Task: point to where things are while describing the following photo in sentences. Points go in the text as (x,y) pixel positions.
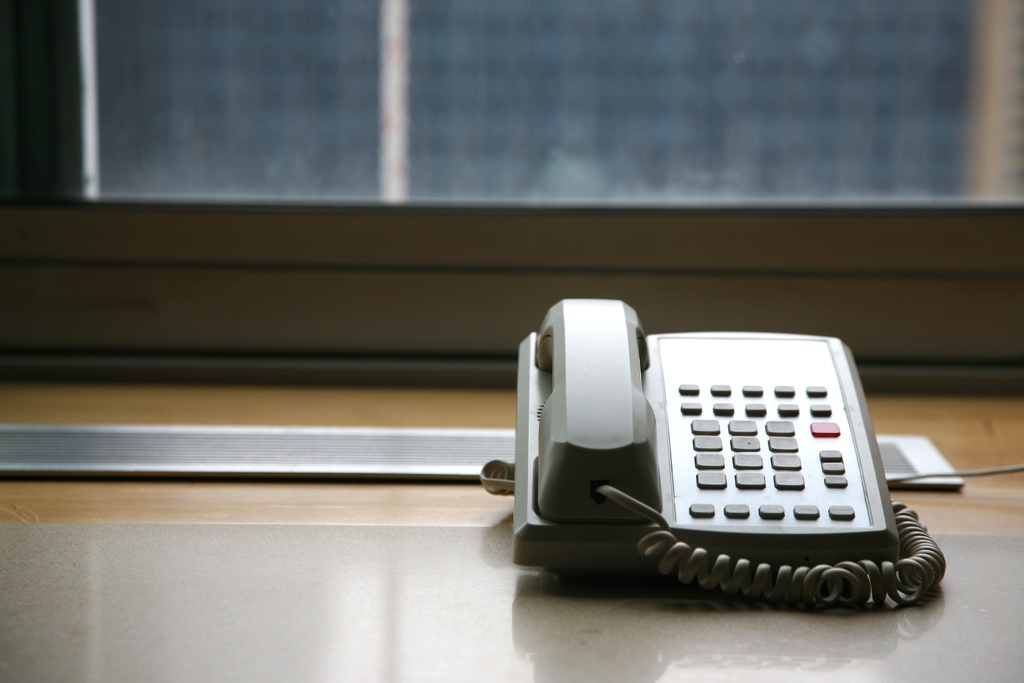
In this image, we can see a telephone (654,516) with receiver (639,457), buttons (754,448) and wire (853,562) on the surface (688,621). At the top of the image (602,36), there is a glass object (530,163). In the middle of the picture (392,325), we can see wooden and metal objects (395,457).
